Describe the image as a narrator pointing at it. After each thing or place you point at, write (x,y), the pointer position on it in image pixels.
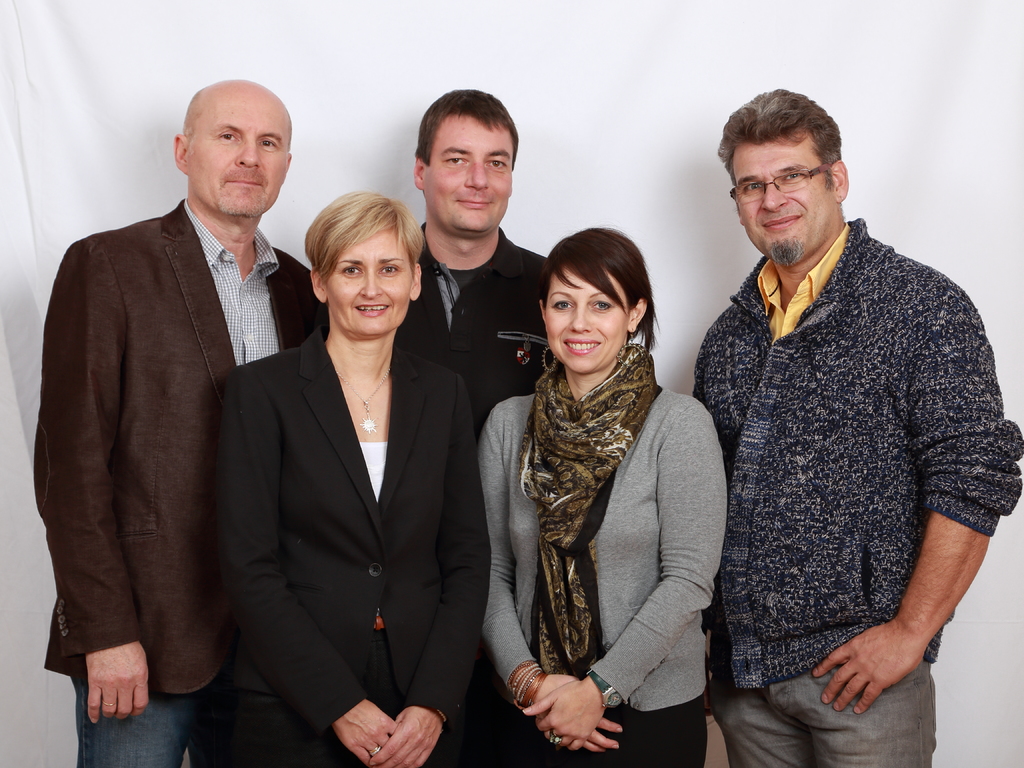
In this image there are three men (807,287) and two women (396,479) in the background (12,47) there is white cloth (968,264).
